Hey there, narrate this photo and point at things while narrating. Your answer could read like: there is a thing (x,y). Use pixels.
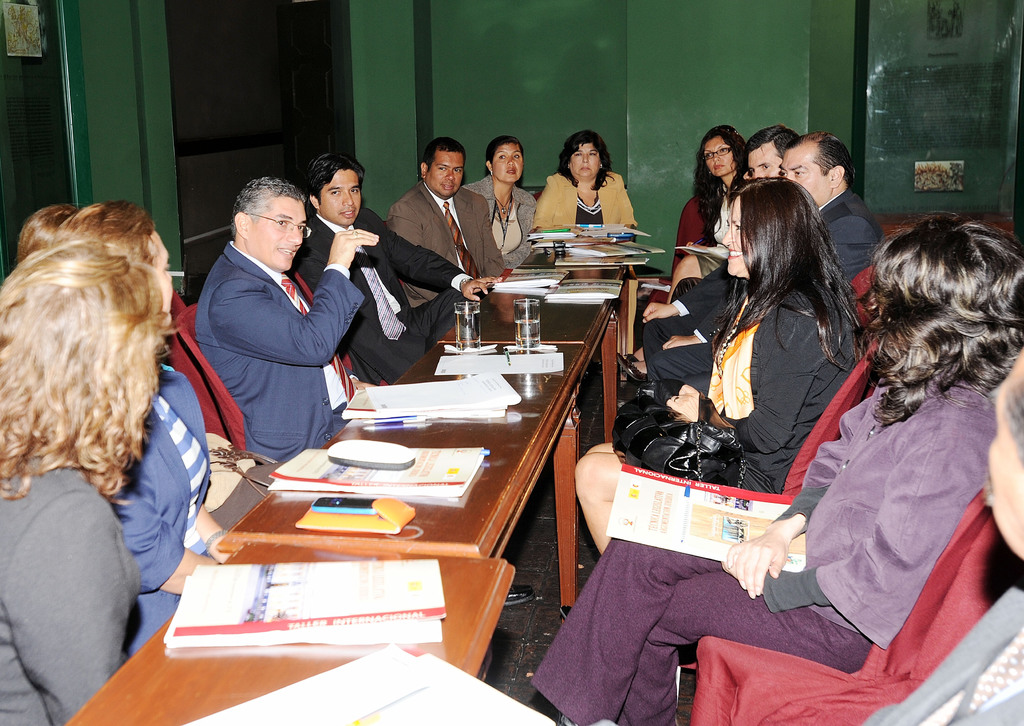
In this image I can see few people (743,329) are sitting on the chairs (761,668) around the table (341,550). Some papers (381,413), mobile phones (353,506), glasses (464,330), books (551,280) are placed on this table (485,471). Everyone are in formal dress (767,367) and discussing something. It seems like a meeting hall (446,103). In the background (511,60) I can see a wall (409,60) and a door (257,68).
